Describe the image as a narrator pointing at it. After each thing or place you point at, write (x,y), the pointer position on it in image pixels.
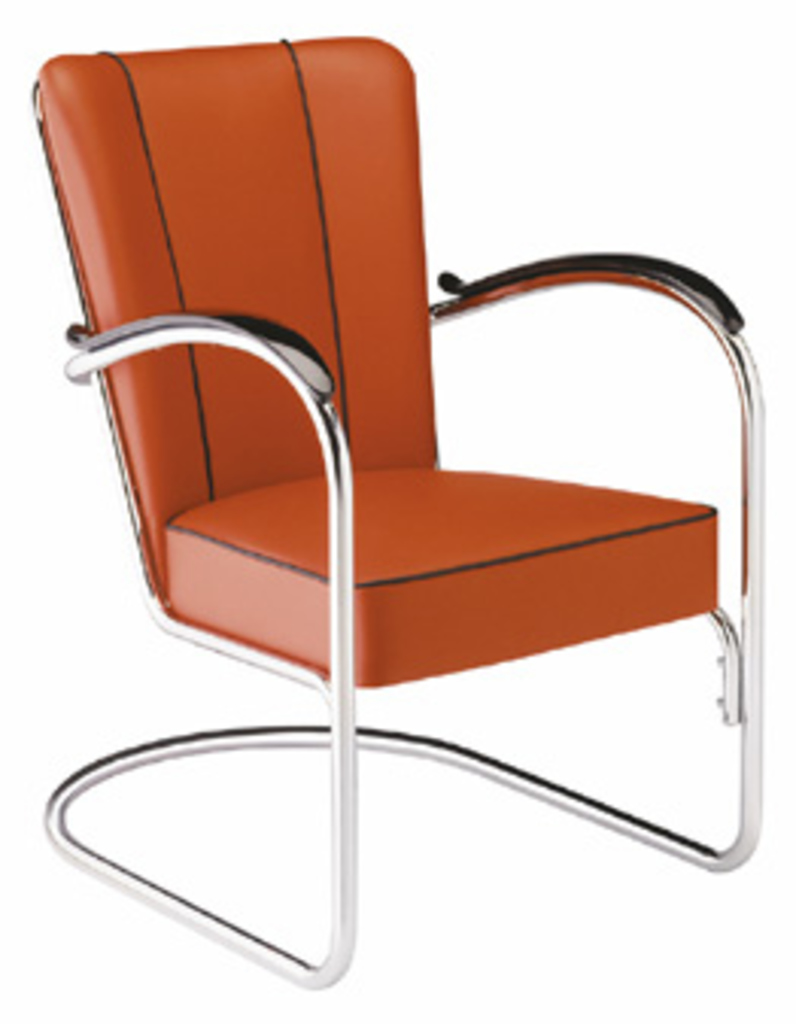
There is a chair (243,339) with brown seat (422,465), wooden handle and steel legs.
